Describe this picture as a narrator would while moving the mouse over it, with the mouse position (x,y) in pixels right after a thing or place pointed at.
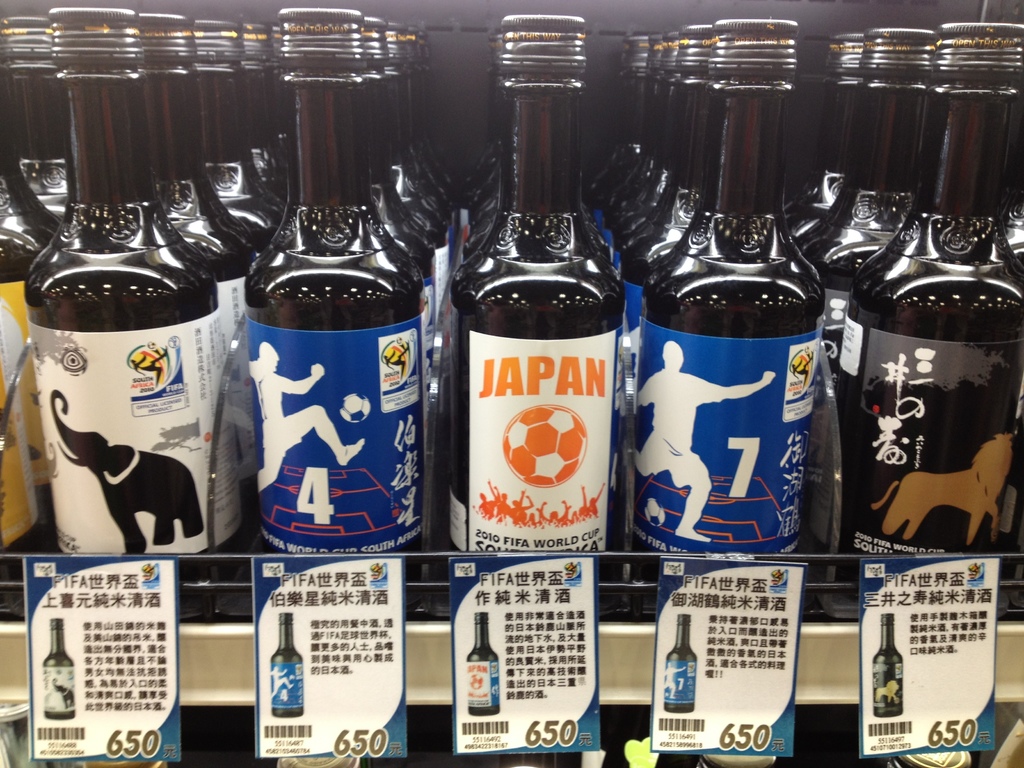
We can see group of bottles (517,473) on a shelf (438,655).
